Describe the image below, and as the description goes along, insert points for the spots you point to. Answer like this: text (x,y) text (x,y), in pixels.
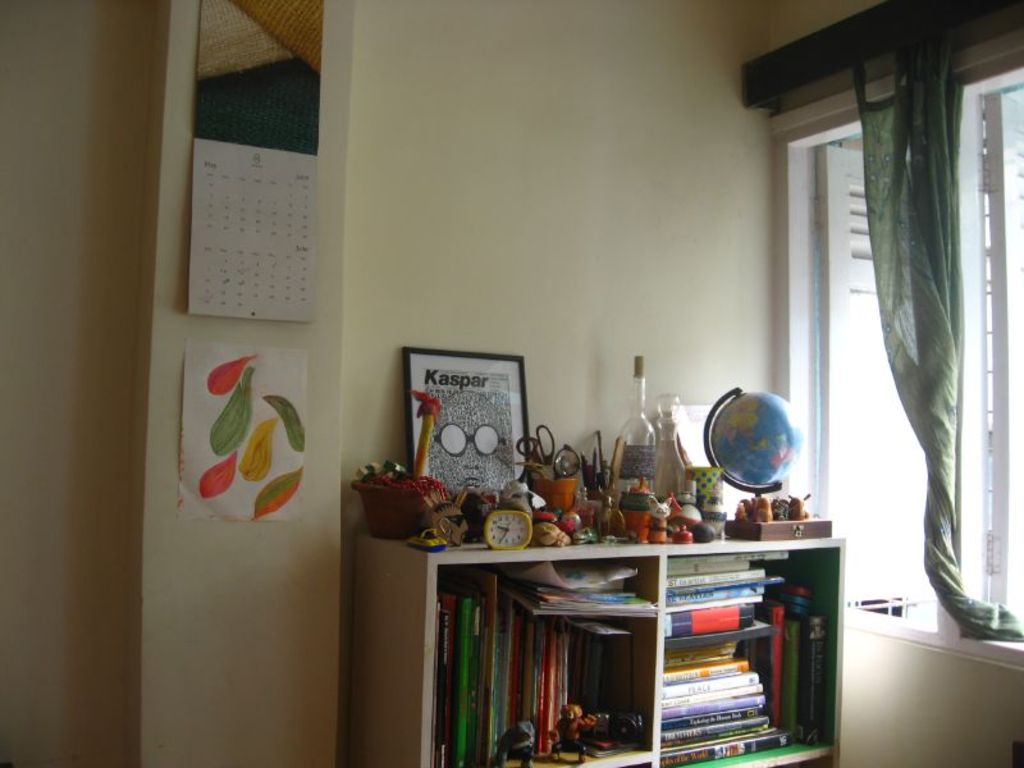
In this picture I can observe a shelf (650,546) in which some books (566,683) are placed. There are few things (546,522) and a globe (756,451) placed on the shelf (458,549). On the right side (889,343) there is a window (853,392) and a green color curtain (907,287). In the background (696,97) I can observe a wall (446,126).
